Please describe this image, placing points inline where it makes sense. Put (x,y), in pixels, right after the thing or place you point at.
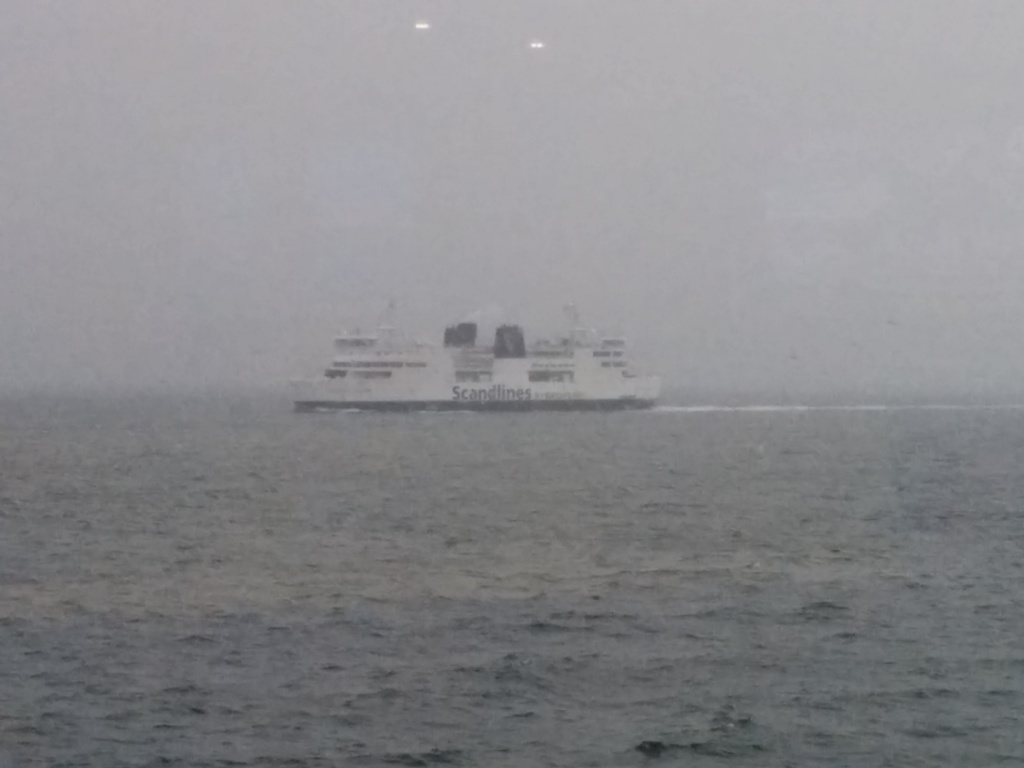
In the center of the image (497,388) we can see the sky (584,254) and one ship (494,406) on the water (512,486). And we can see some text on the ship (525,402).
